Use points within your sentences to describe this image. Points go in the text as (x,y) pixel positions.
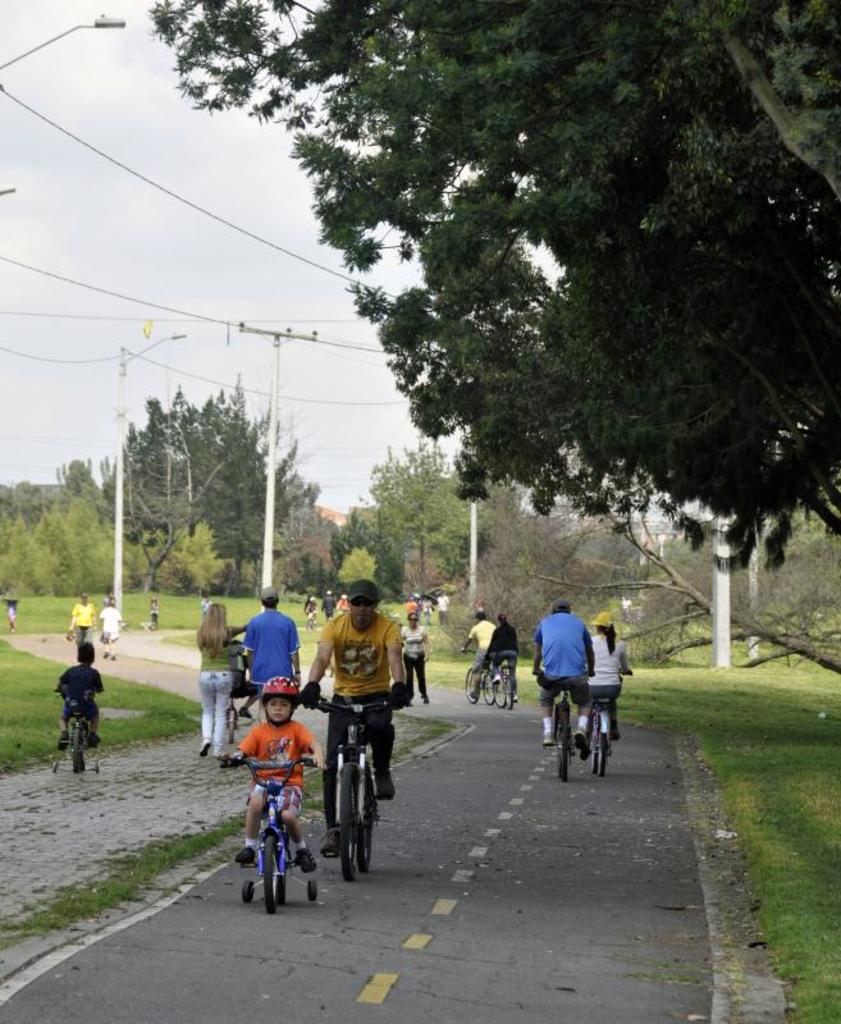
In this picture there are some persons (578,686) who are riding a bicycle (363,771). On the bottom (293,757) there is a kid (291,751) who is wearing a orange T-shirt (285,739) and helmet (288,699). On the background (205,705) there is a persons (252,655) who are walking on a street (167,630). Here we can see a pole (266,549) which connecting a wire (324,342). There is a street pole (180,336). On the top right (732,276) we can see a tree (554,197) and on the top left (86,178) we can see a sky (87,195) with full of Clouds (165,204).
